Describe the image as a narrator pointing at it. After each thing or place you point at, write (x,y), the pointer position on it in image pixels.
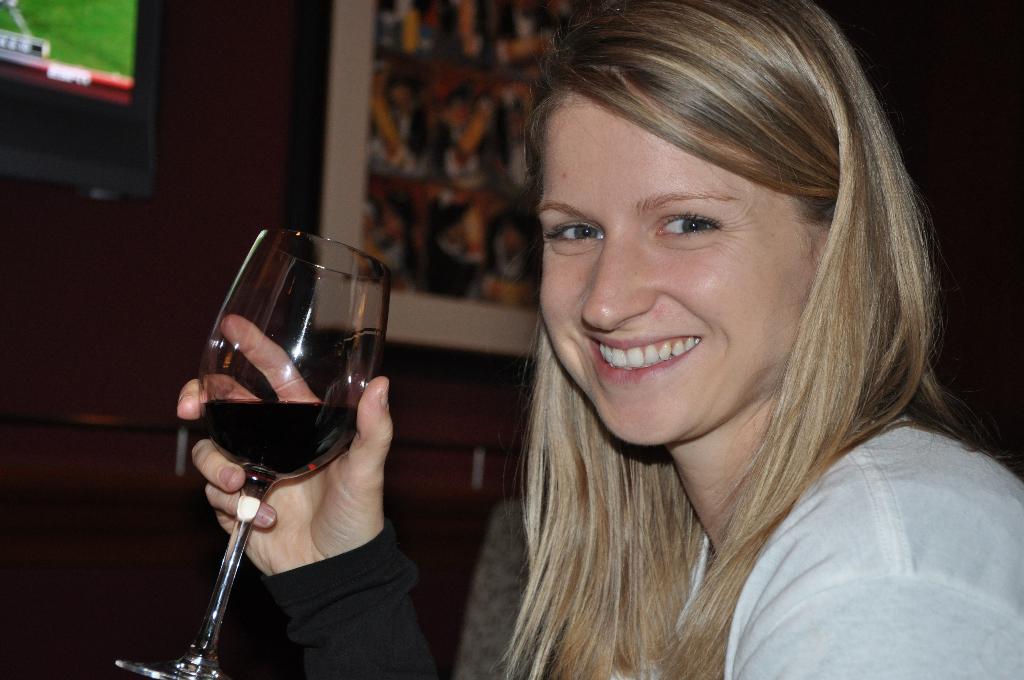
In this picture we can see a woman (984,607) who is holding a glass (243,305) with her hand (376,502). She is smiling. On the background (269,107) there is a wall (260,161). This is screen (124,158) and there is a frame (433,191).
